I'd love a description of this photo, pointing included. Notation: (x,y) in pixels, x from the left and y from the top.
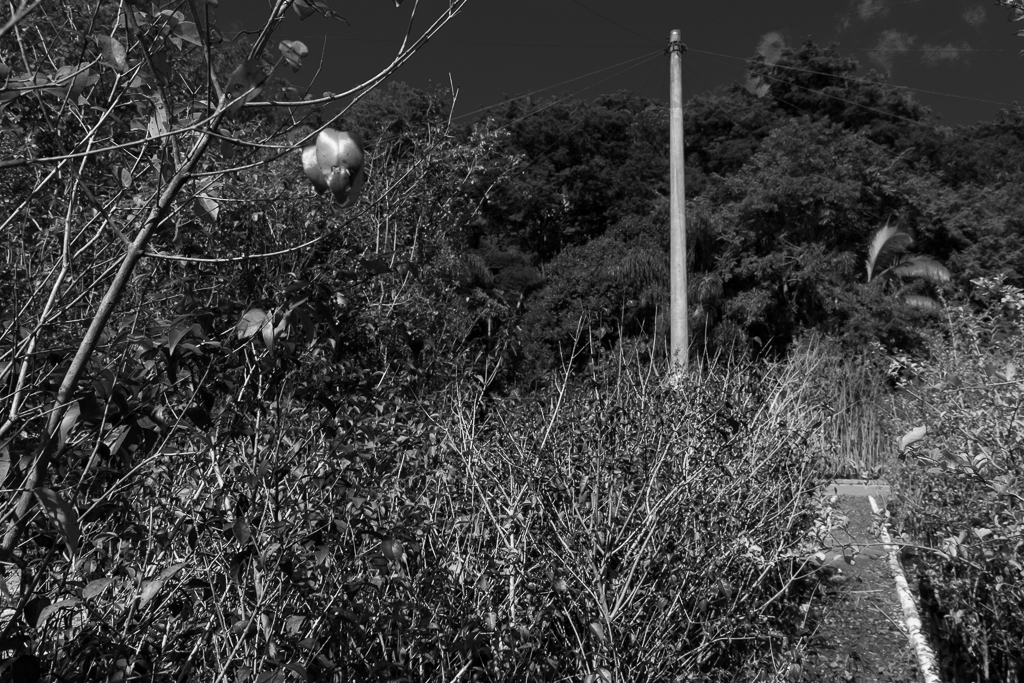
This is a black and white image we can see there are some trees (338,232) at the bottom of this image (515,509) and there is a sky (450,56) at the top of this image (604,43). There is a pole (675,300) on the right side of this image (685,259).
